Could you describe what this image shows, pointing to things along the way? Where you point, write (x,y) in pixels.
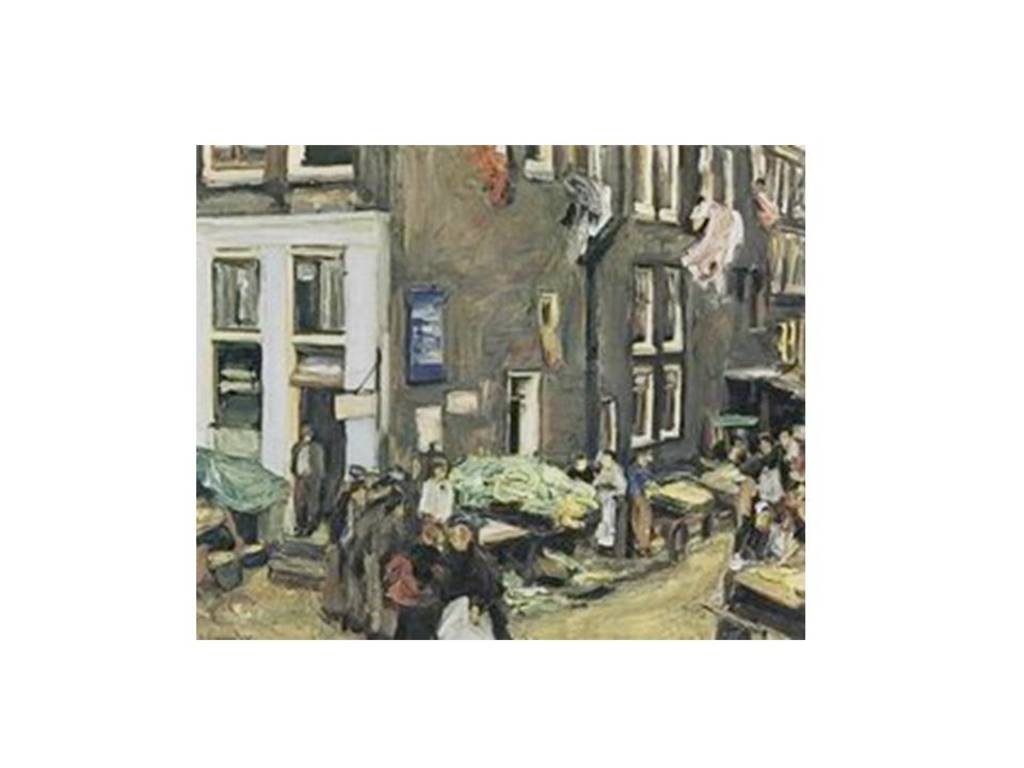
In this picture I can see a painting (488,504) of building (580,437), people (405,585) and some other objects (562,536).
